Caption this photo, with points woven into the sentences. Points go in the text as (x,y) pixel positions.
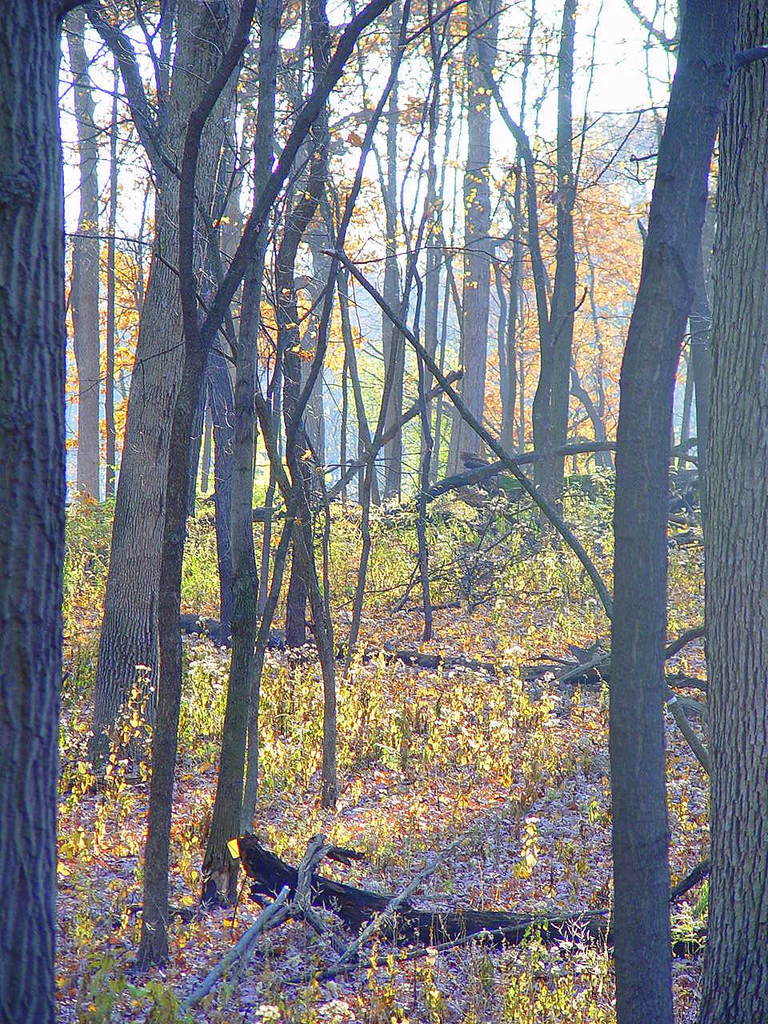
In this picture we can see some trees (547,486), at the bottom (430,815) there is grass (435,773), we can see the sky (586,83) in the background (602,48).
